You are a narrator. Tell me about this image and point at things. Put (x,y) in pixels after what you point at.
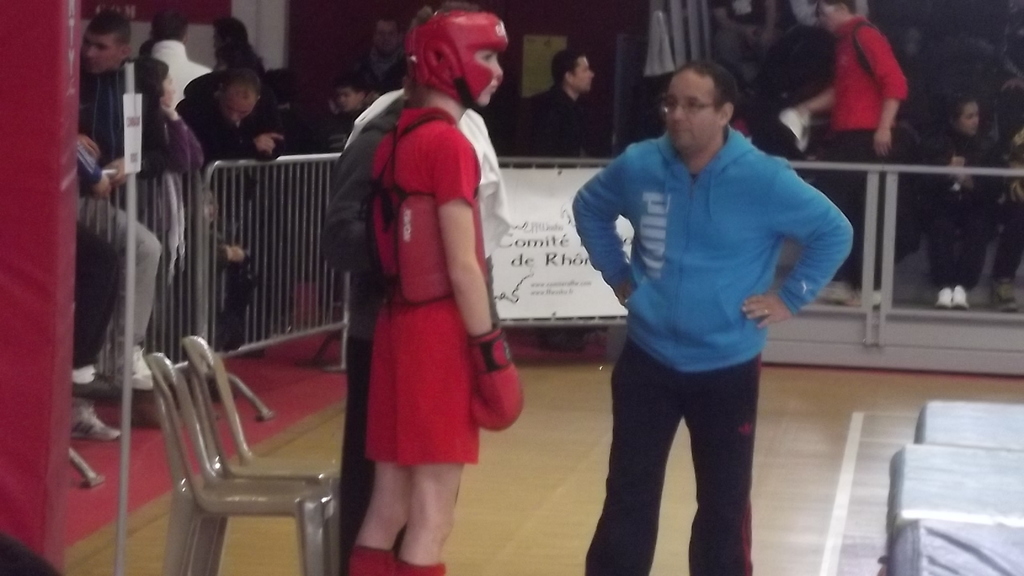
In this image I can see number of people (648,162) where few are sitting and few are standing. Here I can see she is wearing red colour dress (435,304), red boxing glove (480,387) and red helmet (453,66). I can also see few chairs (224,468), white line (843,515) on floor (678,465), few boards (135,144) and on these board (139,124) I can see something is written.
